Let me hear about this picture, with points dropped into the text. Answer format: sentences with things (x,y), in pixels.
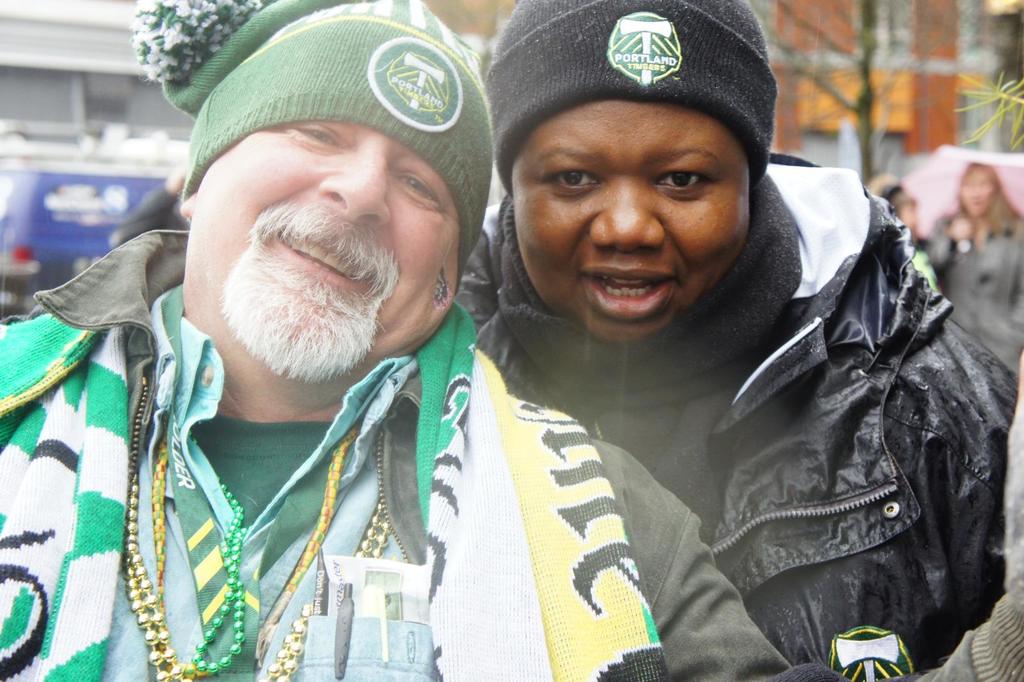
In this image i can see two men (417,222) wearing jacket (401,468), cap (507,171) posing for a photograph and in the background of the image (10,32) there are some persons (945,233), vehicles (43,149) and buildings (899,12).
